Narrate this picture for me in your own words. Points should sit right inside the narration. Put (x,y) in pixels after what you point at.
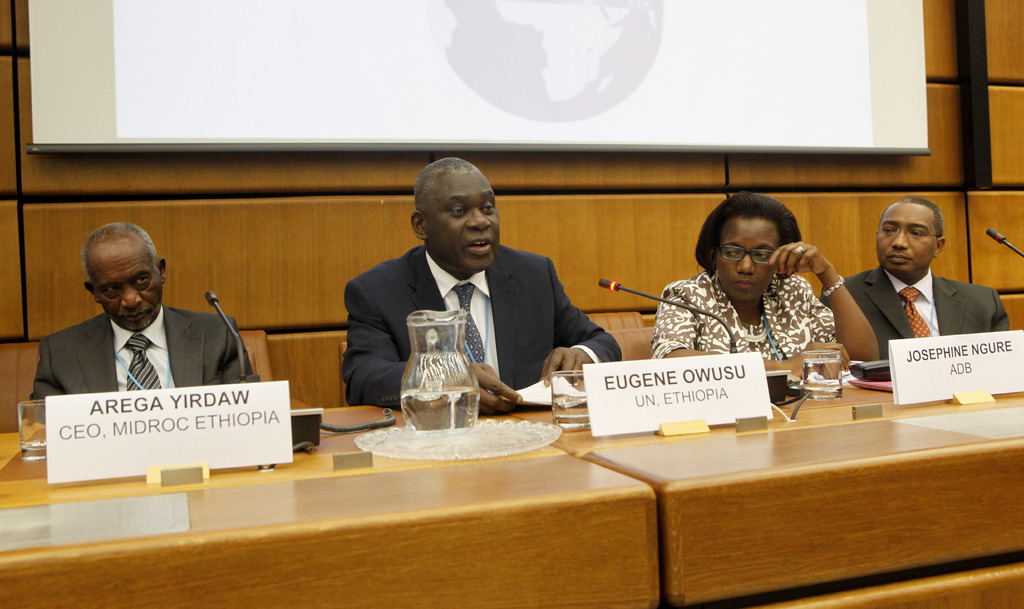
This image is clicked in a conference hall (839,207). There are four people (146,259) in this image. All are sitting in the chairs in front of table (529,490), on which there are name plates (100,455), mics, glass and jug (411,325). In the background (288,49), there is a screen (497,50) and wooden wall (24,148).
